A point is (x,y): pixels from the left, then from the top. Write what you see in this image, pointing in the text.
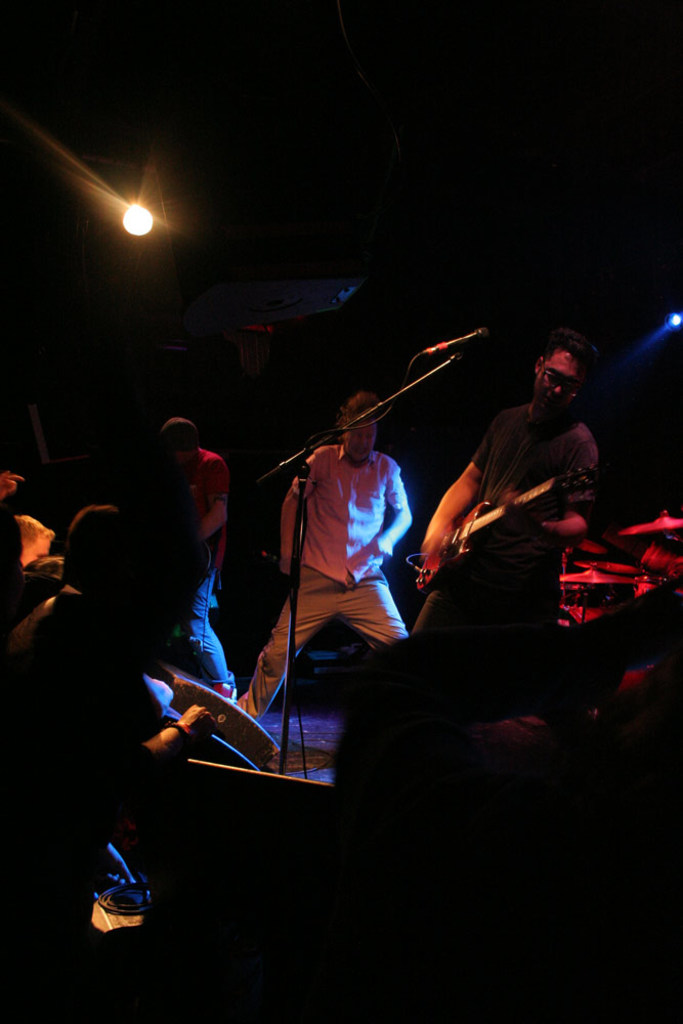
In the foreground of this image (138,558), there are persons (127,720) few are sitting and few are standing. On the right (567,487), there is a man (554,518) playing guitar (481,508) in front of a mic (453,345) and an another man (366,560) seems like dancing. In the background (499,151), there is a light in the dark.
